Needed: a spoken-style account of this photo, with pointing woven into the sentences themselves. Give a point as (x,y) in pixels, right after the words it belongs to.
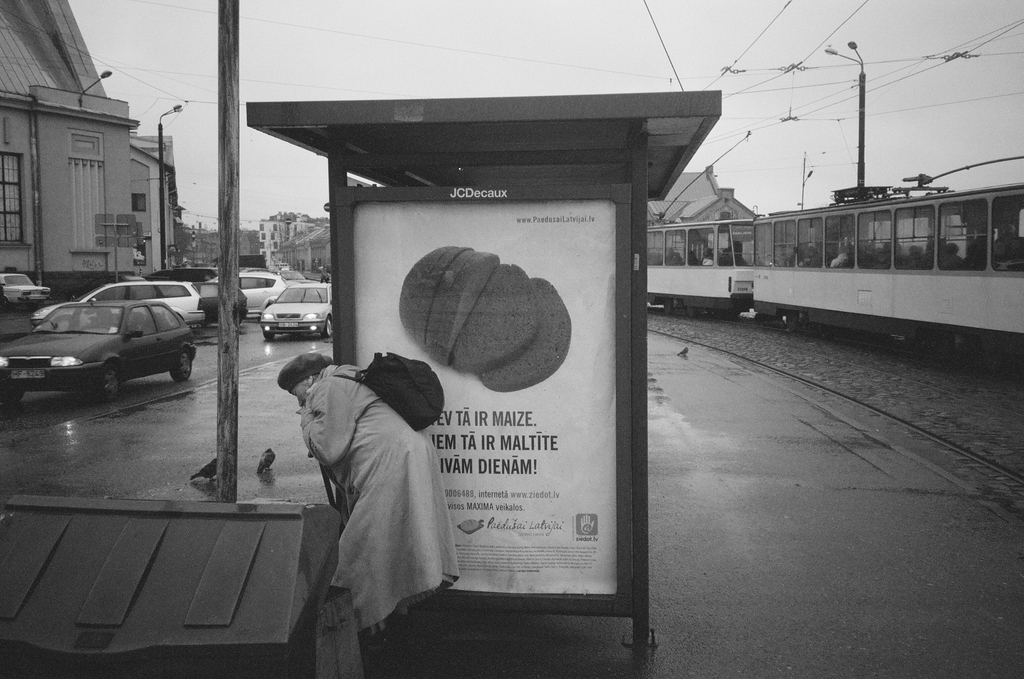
This image is clicked on the road (55,396). To the left (106,358) there are vehicles (144,329) moving on the road (25,327). To the right (856,314) there is a train (767,274) moving on the railway track (785,345). In the center (370,447) there is a person (380,488) standing. Behind him there is a board (519,332). There is text (500,422) on the board (464,355). In the background (147,164) there are buildings (120,176) and poles (161,131). At the top (396,45) there is the sky (434,51).
